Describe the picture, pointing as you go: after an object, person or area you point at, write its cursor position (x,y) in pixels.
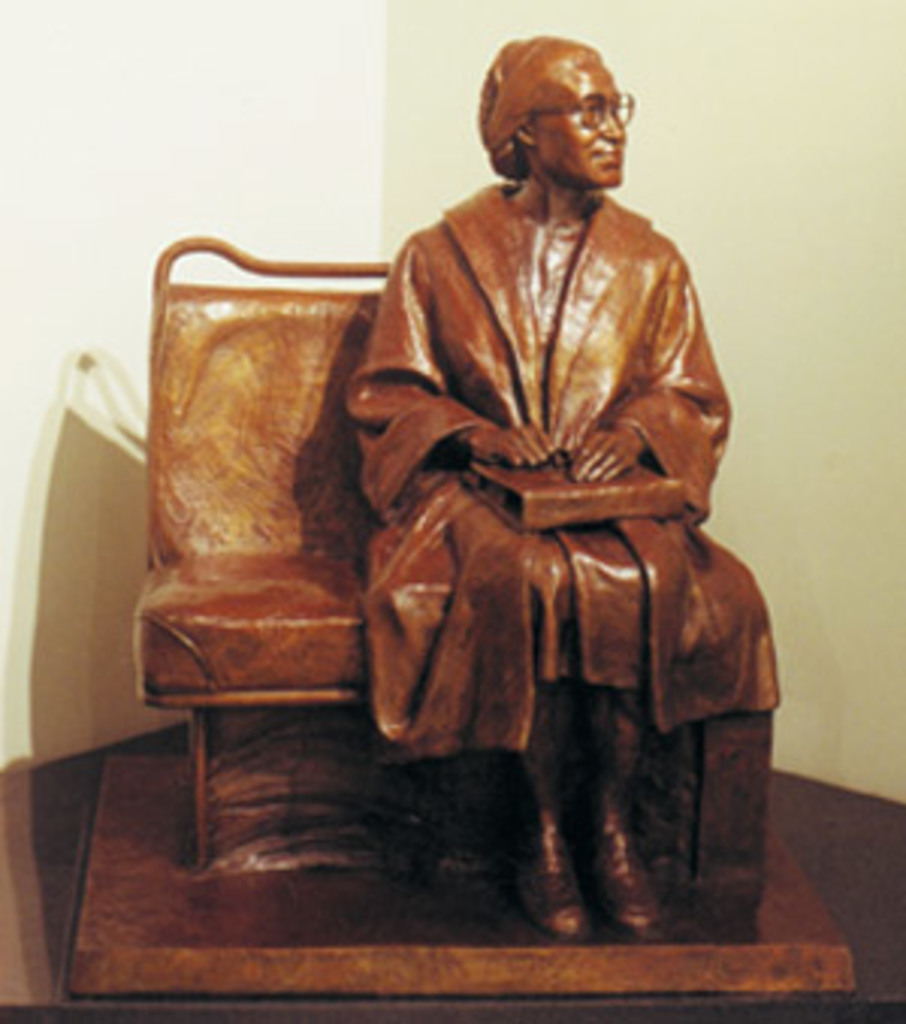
In this image there is a sculpture (561,228) of a person (544,535) holding a bag (495,469) and sitting on the seat (304,268).
